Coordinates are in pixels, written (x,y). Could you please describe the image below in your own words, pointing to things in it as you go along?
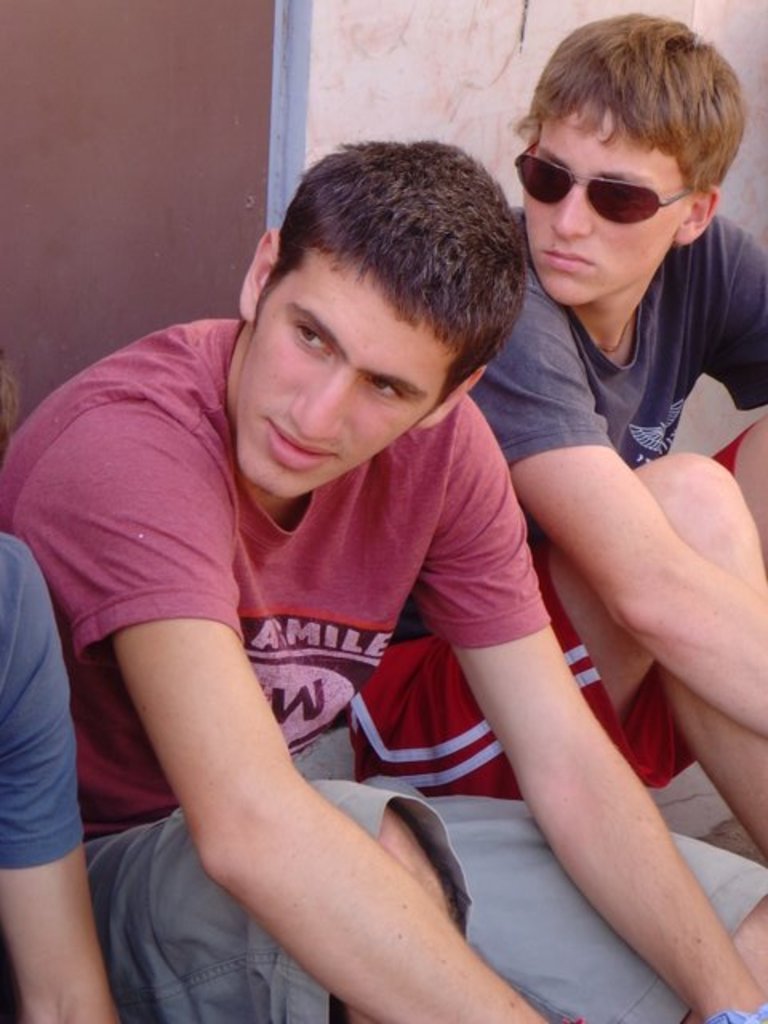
In this picture there are three people (367,398) sitting on staircase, behind them there is a wall (465,41) and a wooden door (111,207).
